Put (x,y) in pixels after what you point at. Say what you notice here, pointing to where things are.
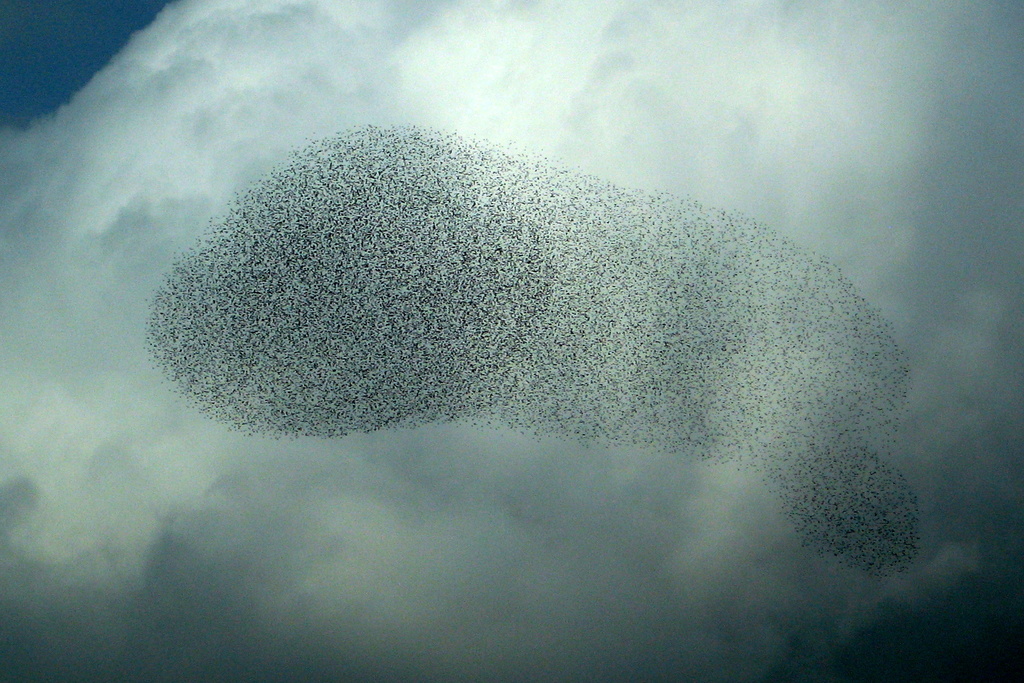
In the middle of this image (547,347), there are starling murmurations (546,243) in the air (729,486). In the background (885,135), there are clouds (874,142) in the sky (550,567).
